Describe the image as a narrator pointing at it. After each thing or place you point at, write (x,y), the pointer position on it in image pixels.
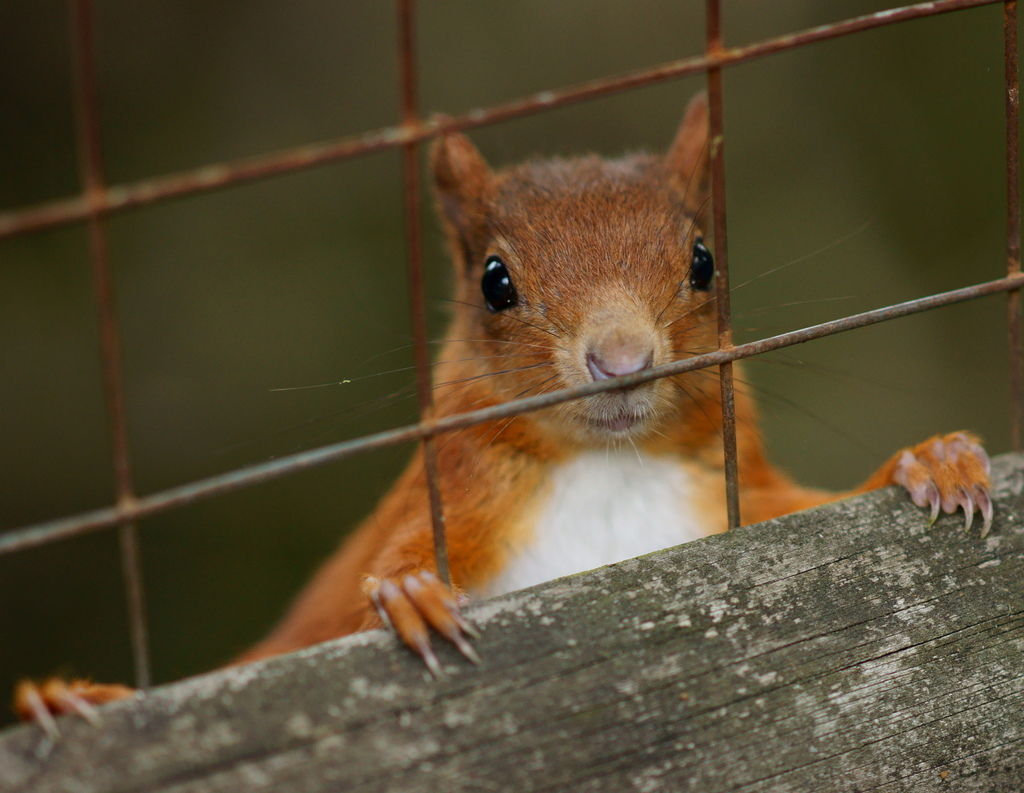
In this image we can see an animal (462,440) holding a wooden object (707,626) and there is a welded mesh wire (535,401). In the background (349,284) the image is blur.
